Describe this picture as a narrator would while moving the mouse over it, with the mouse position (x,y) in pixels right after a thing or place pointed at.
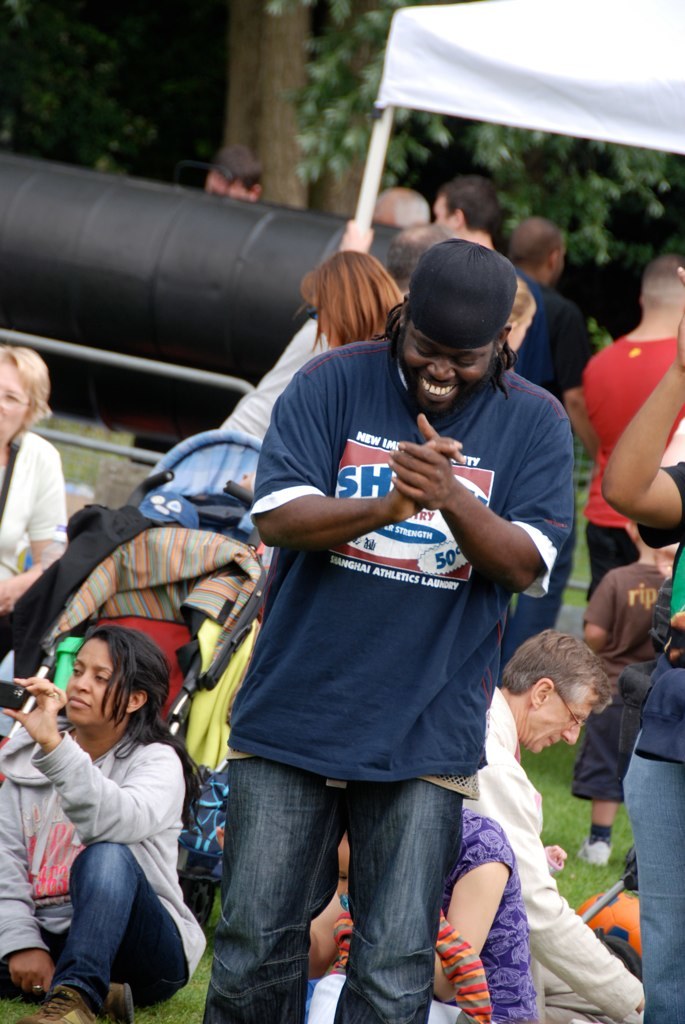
In this image there is a man (348,562) standing in the center (421,643) and smiling. In the background (582,794) there are persons (583,785) there is a tent (488,90) which is white in colour, there are trees (295,75) and there is an object (183,281) which is black in colour. On the ground (553,808) there is grass (560,816).
